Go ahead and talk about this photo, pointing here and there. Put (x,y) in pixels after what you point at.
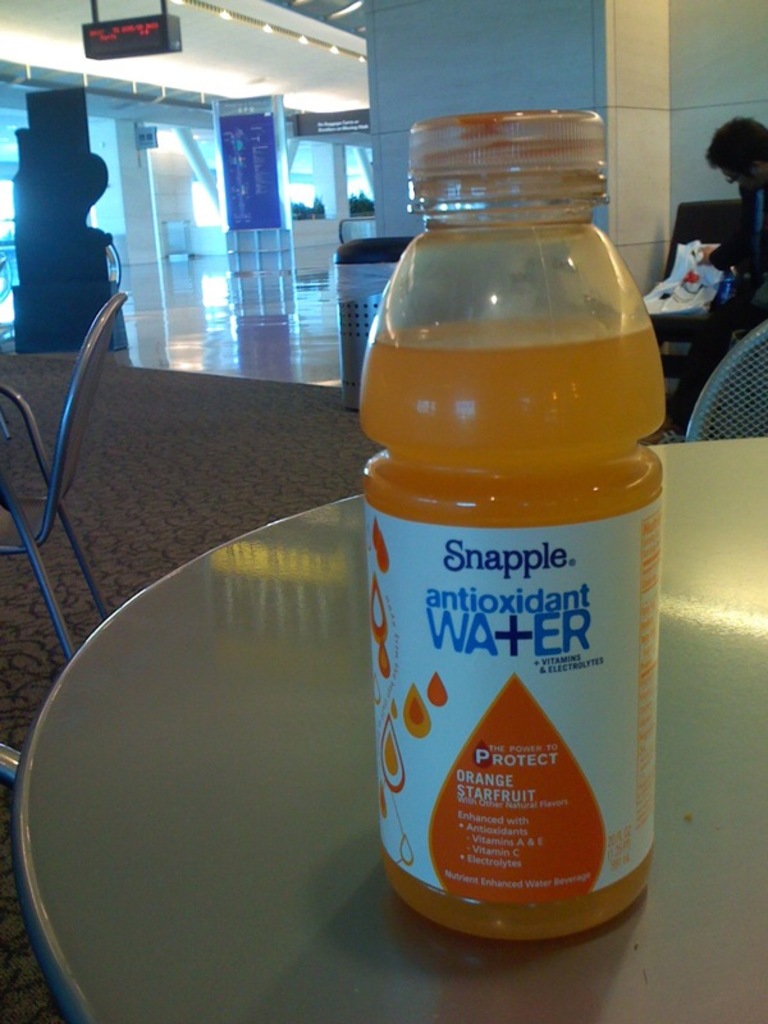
In this image I see a bottle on the table (323,513) and I see a chair (73,376) over here. In the background (165,116) I see the wall (754,62), board (236,120) and a person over here.
